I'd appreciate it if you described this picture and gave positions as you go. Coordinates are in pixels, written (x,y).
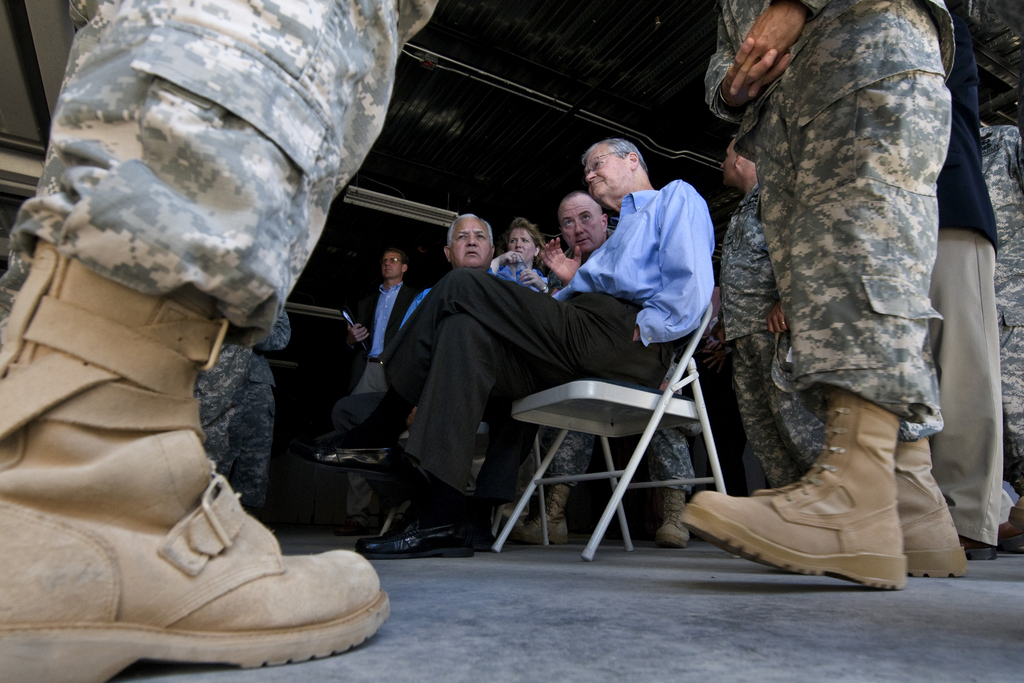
There are a few people (477,322) who are sitting on a chair (620,503) and having a conversation. Here we can see a soldier (745,131) on the right side (739,529) and we can observe a soldier shoe (39,637) on the left side (320,616).
